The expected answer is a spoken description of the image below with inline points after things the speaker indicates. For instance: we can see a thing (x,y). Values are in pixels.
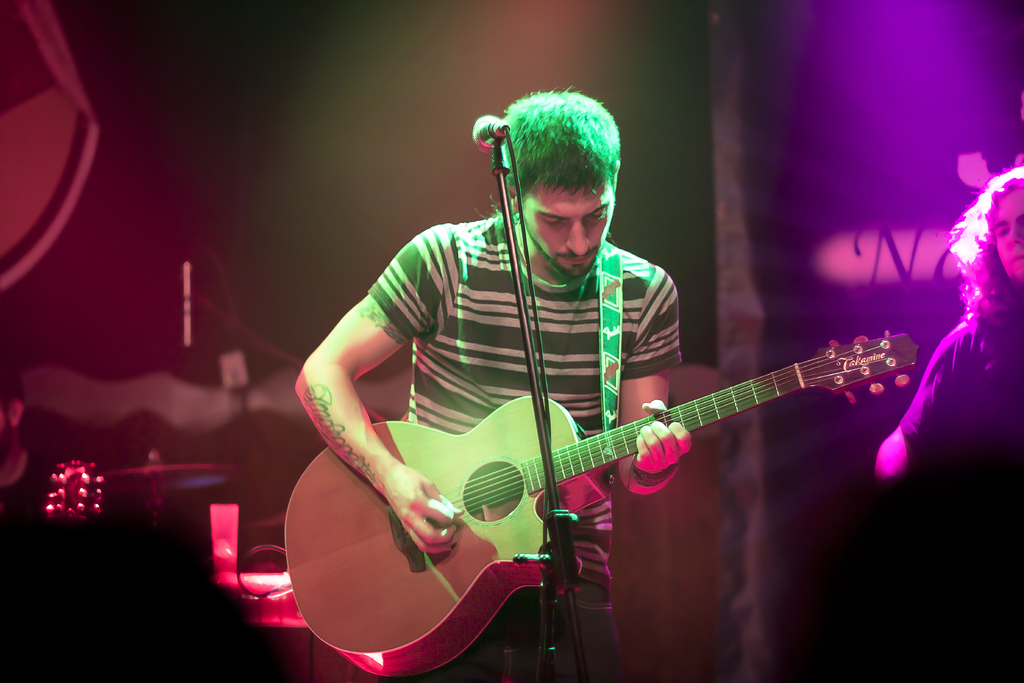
In this image I can see a man (447,406) wearing t-shirt (498,392), standing and playing a guitar (530,445). In front of this person (548,378) there is a mike stand (533,351). On the right side of the image (982,335) I can another person (982,318).
